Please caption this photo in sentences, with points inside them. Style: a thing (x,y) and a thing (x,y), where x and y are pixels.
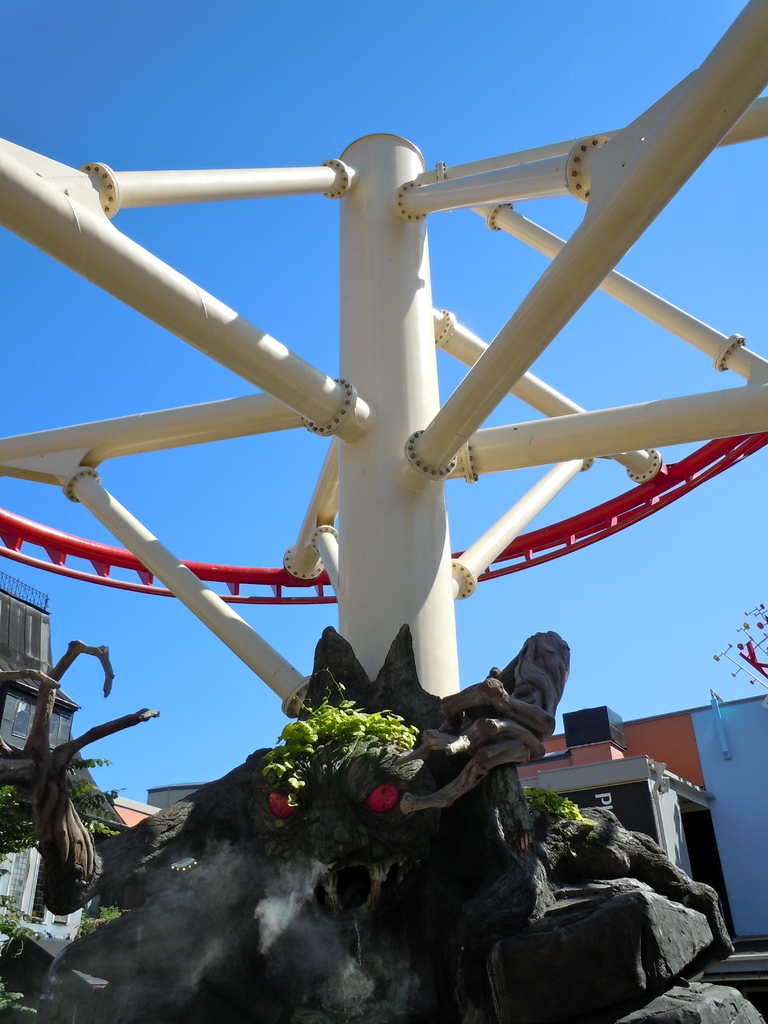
There is a sculpture (471,847) on a rock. On that there are some plants (311,737). Also there is a decorative item (361,532) with poles (369,614) on that. In the back (37,657) there are buildings (643,763) and sky (201,479).
